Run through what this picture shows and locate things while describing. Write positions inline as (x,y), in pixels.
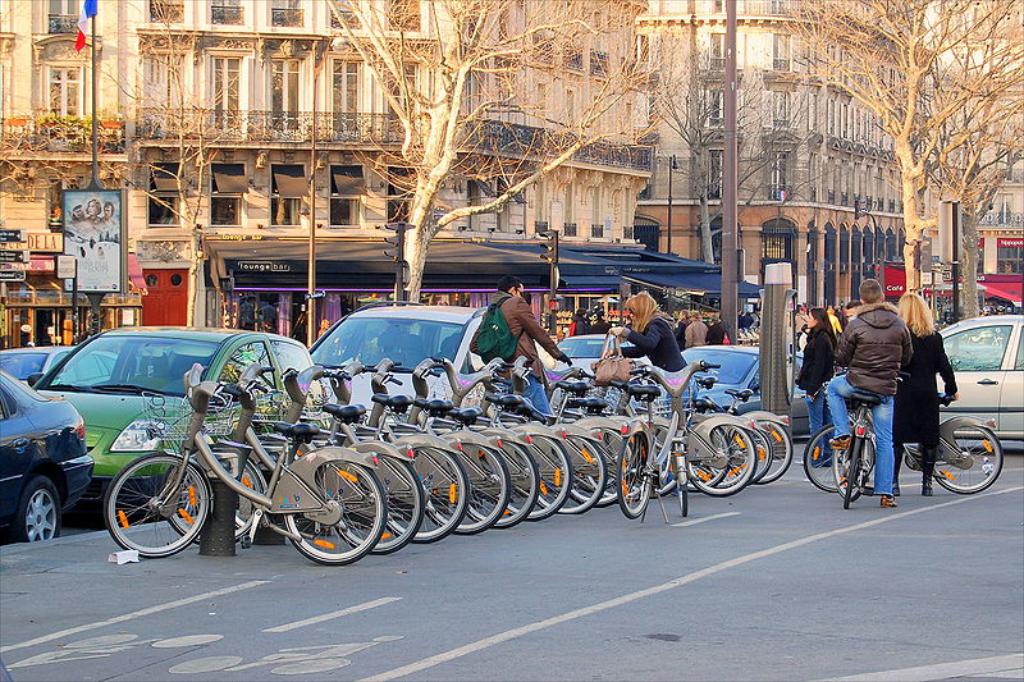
In this image we can see road (365,567), bicycles (755,460) which are parked and there are some persons (655,354) who are riding bicycles (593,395) and there are some cars (102,413) which are parked on road (32,599) and in the background of the image (434,172) there are some trees (496,197) and buildings (573,178).
